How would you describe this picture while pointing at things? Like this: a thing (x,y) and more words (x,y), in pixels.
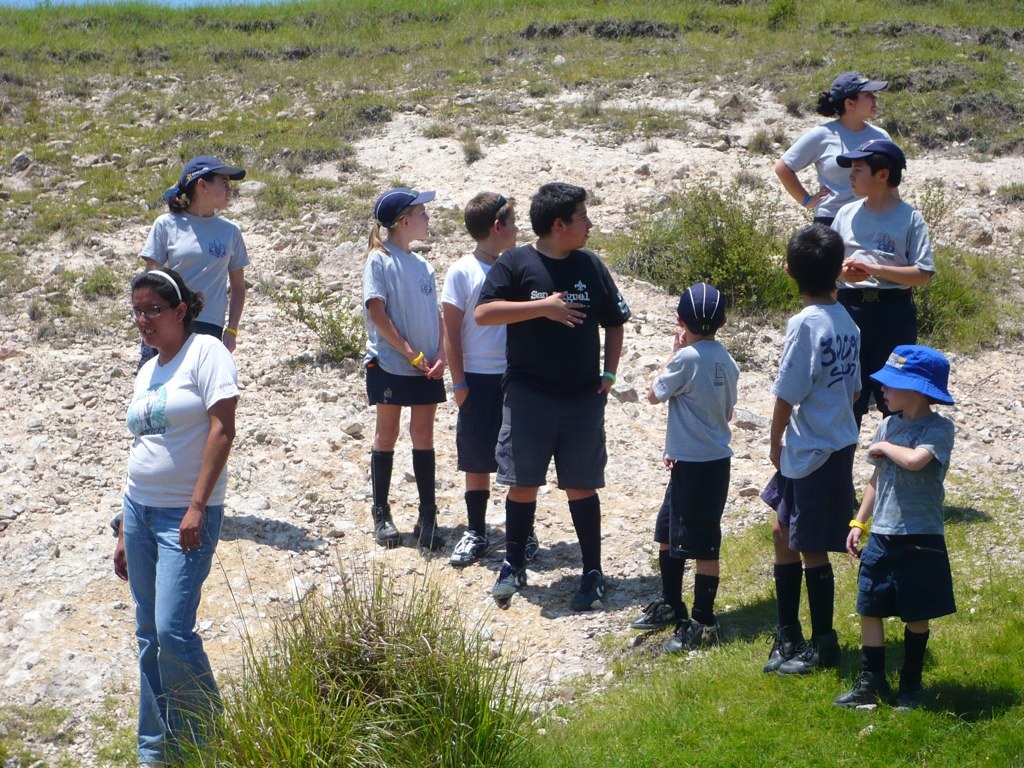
In the picture we can see a grass surface (975,747) with some path space (68,332) and some children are standing on it and they are in T-shirts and caps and we can also see a woman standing and she is with white T-shirt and in the background (62,199) also we can see a grass surface (102,47).
